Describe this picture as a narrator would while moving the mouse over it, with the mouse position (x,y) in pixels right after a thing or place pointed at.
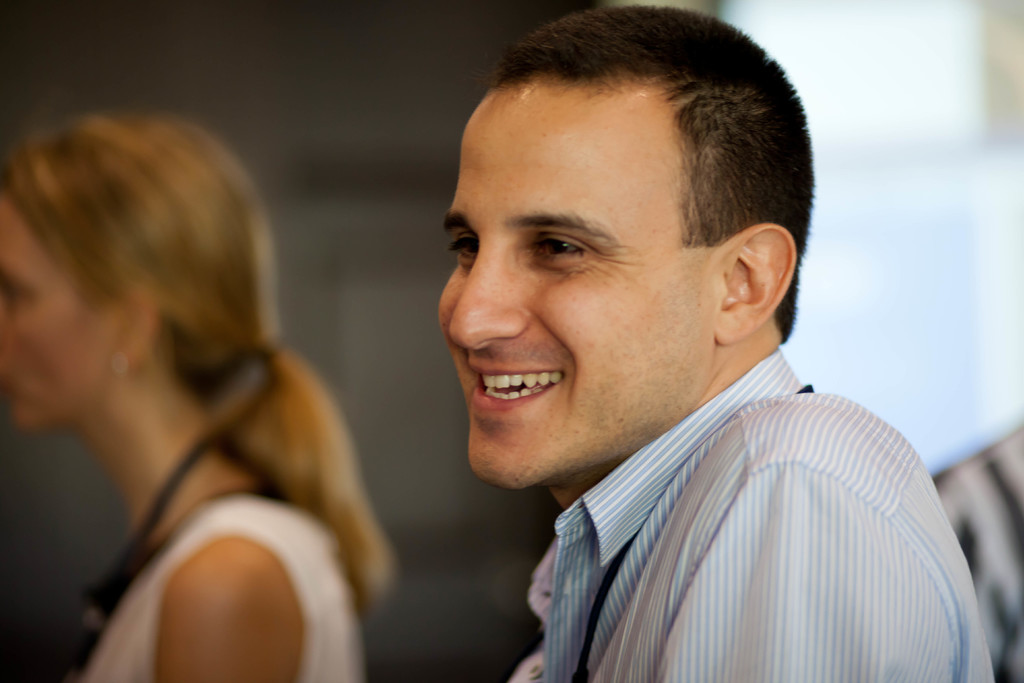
In this image we can see one person (619,225) smiling. And besides, we can see some other people (181,330).
